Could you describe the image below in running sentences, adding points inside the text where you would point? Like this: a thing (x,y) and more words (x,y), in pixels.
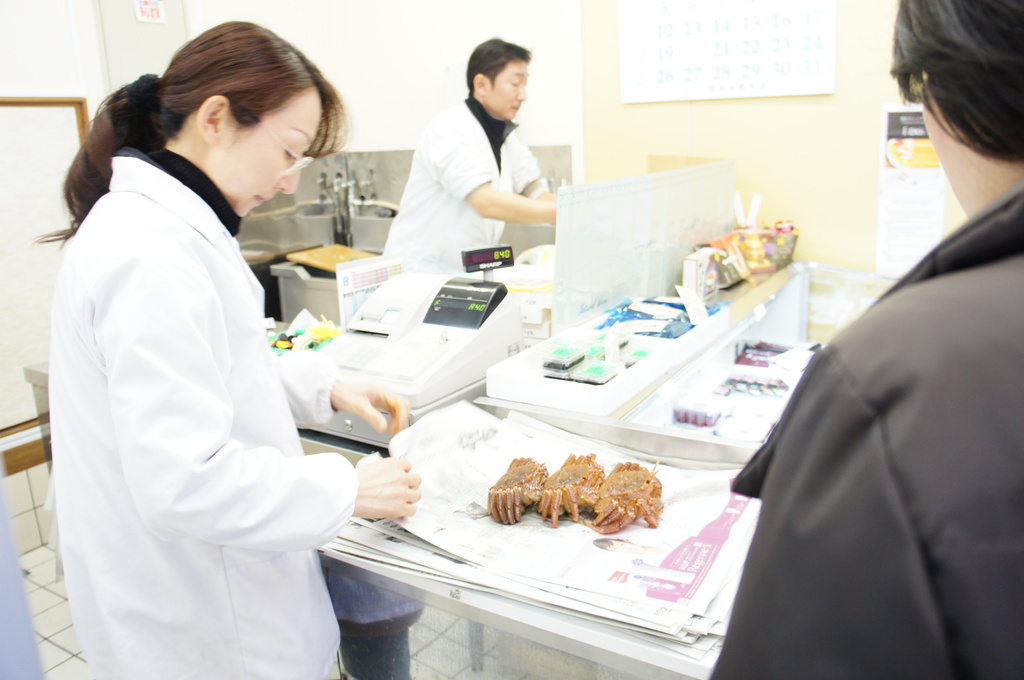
In this image we can see the persons (222,349) standing on the floor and there are tables (551,436), on the table (611,425) there are bowls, crabs (559,483), papers (716,536), tap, cash register (463,312) and a few objects (350,282) on it. And there are banners (787,65) attached to the wall (850,122).
